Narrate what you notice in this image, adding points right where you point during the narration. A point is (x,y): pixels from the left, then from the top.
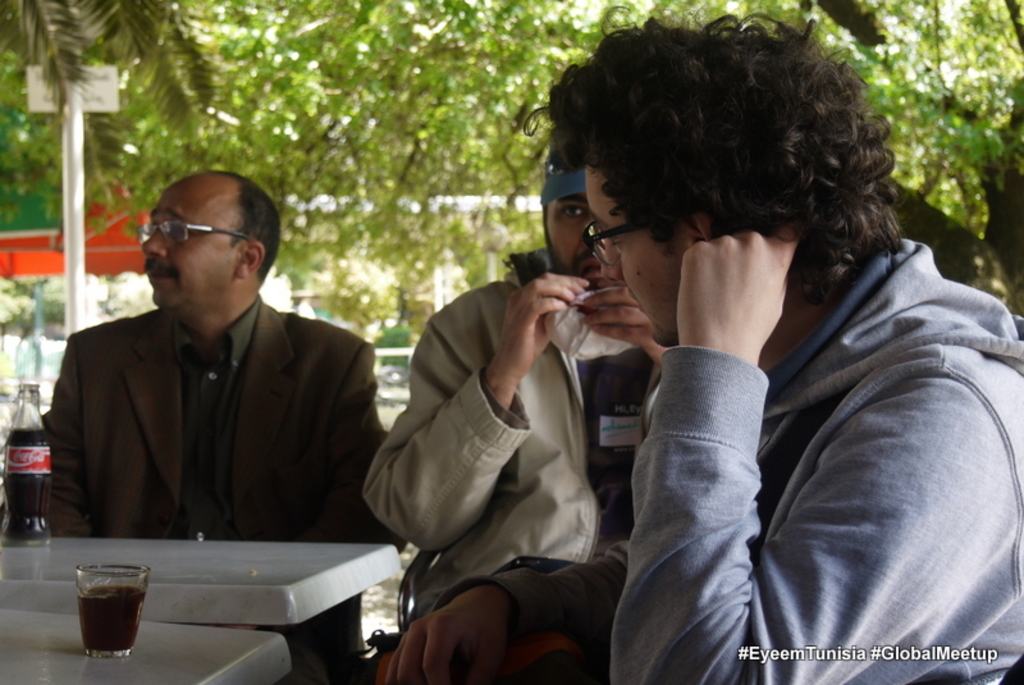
In this image, group of people (590,572) are sat on the chair (412,589). There are few items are placed on it. Few are eating. The background (76,252), we can see trees (94,161), board (81,78), pole (81,225), some stall (114,230).
